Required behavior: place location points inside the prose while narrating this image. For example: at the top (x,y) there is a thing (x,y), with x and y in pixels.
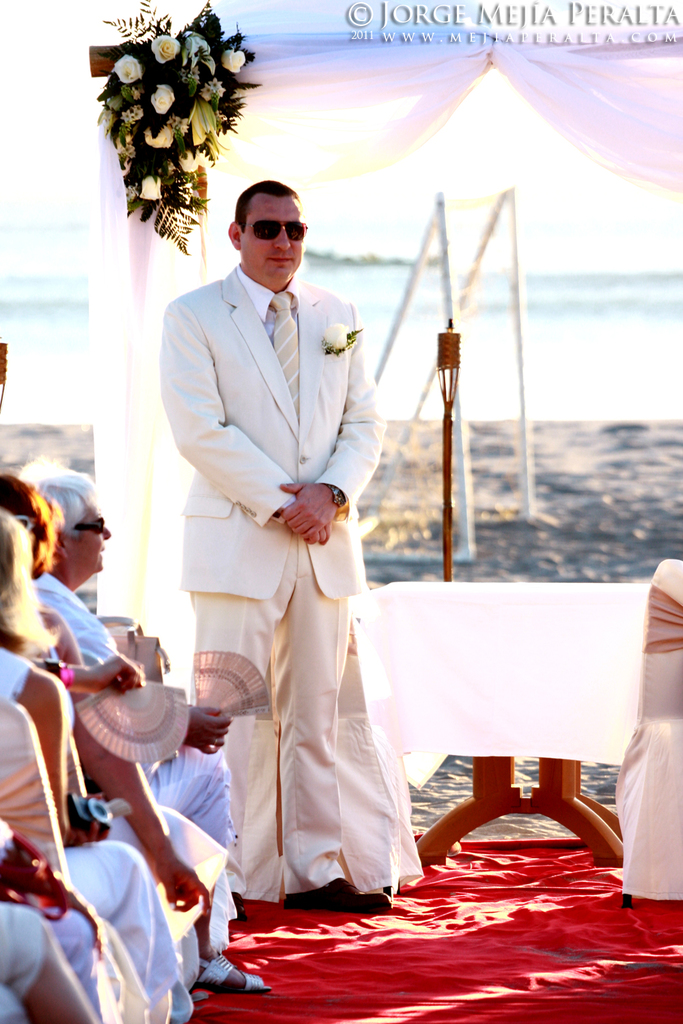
The picture is clicked in a ceremony. On the left (56,689) there are people (92,660) sitting in chairs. On the right (617,677) there is a table (627,656) and chair (663,684). In the center of the picture (272,487) there is a man (255,552) standing, behind him there is a bouquet (164,39) and curtain (378,87). In the background (449,348) there are poles (447,488), sand (480,436) and water (362,313) It is sunny.
